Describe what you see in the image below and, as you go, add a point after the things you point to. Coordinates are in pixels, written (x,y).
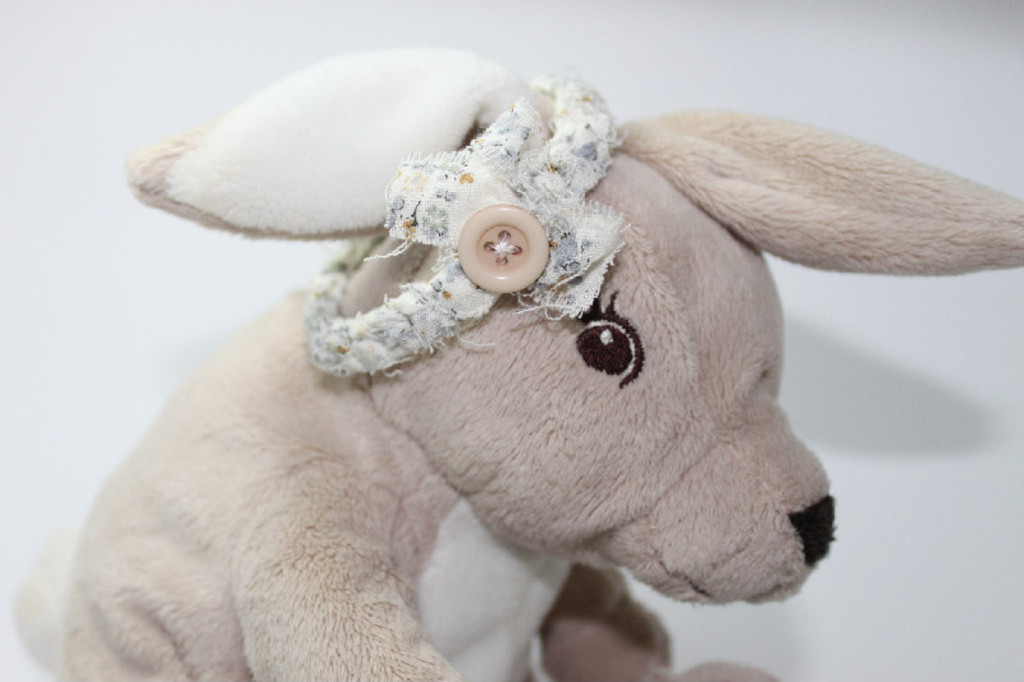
In this picture I can see a soft toy (345,334) and I can see white color background (950,315).
